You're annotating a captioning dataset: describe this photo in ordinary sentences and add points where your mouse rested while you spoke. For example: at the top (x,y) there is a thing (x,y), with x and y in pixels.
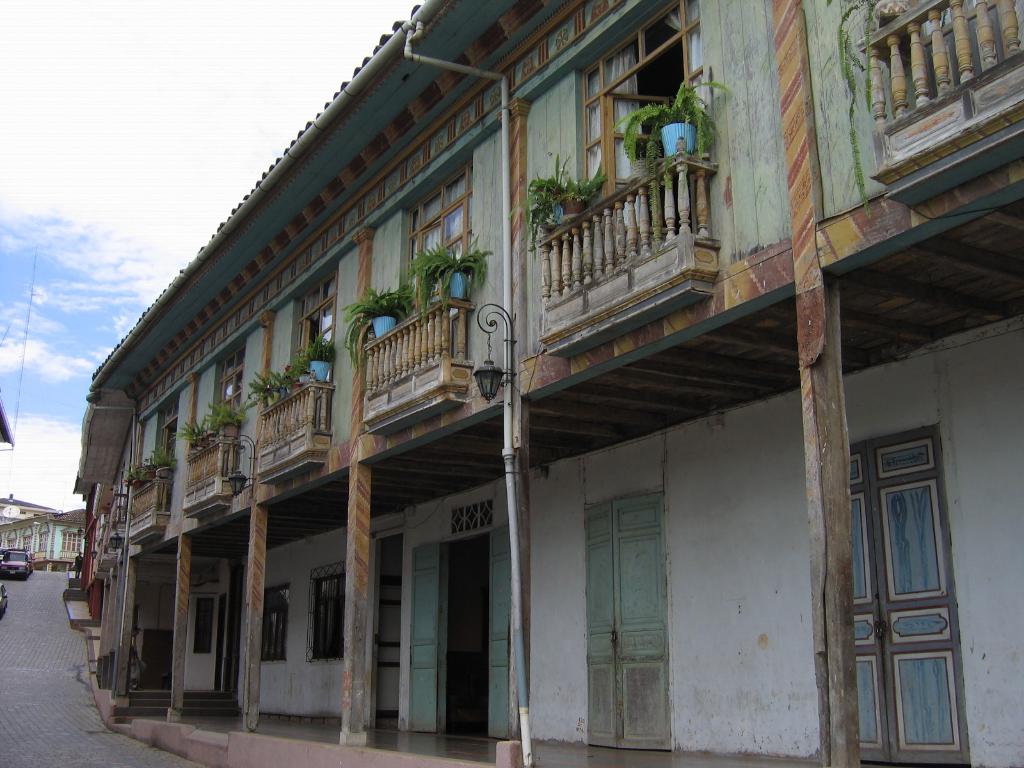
In this image I can see a building (281,497) in gray and brown color. I can also see few plants (627,128) in green color, background (29,419) I can see few vehicles (6,606) on the road (56,572) and sky (87,185) is in blue and white color.
